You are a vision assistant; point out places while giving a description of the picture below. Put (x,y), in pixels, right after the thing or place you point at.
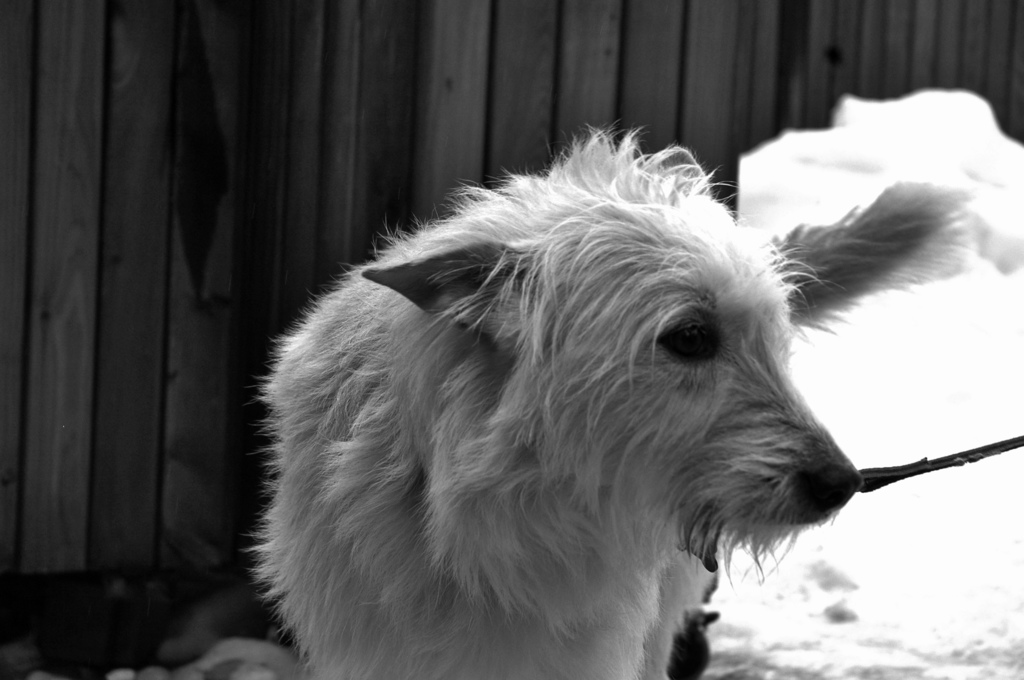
In this image I can see the dog (526,316). In the background (428,153) I can see the wooden wall (320,216) and this is a black and white image.
